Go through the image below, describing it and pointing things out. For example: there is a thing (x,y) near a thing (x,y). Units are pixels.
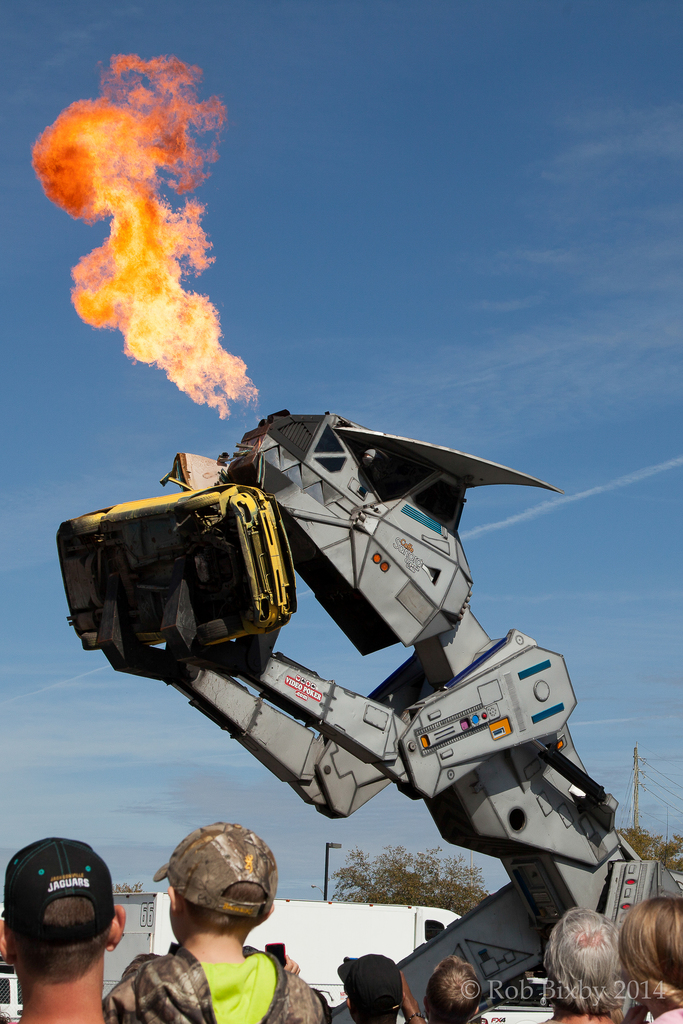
In this image in the center (428,509) there is one robot (454,665) and the robot (126,661) is holding a car (152,602), at the bottom (310,975) there are a group of people (596,959), buildings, trees (418,872), poles (637,767) and some wires (629,789). And at the top (162,166) there is sky (235,183) and there is some fire (91,191) is coming out from the robot (290,436).
